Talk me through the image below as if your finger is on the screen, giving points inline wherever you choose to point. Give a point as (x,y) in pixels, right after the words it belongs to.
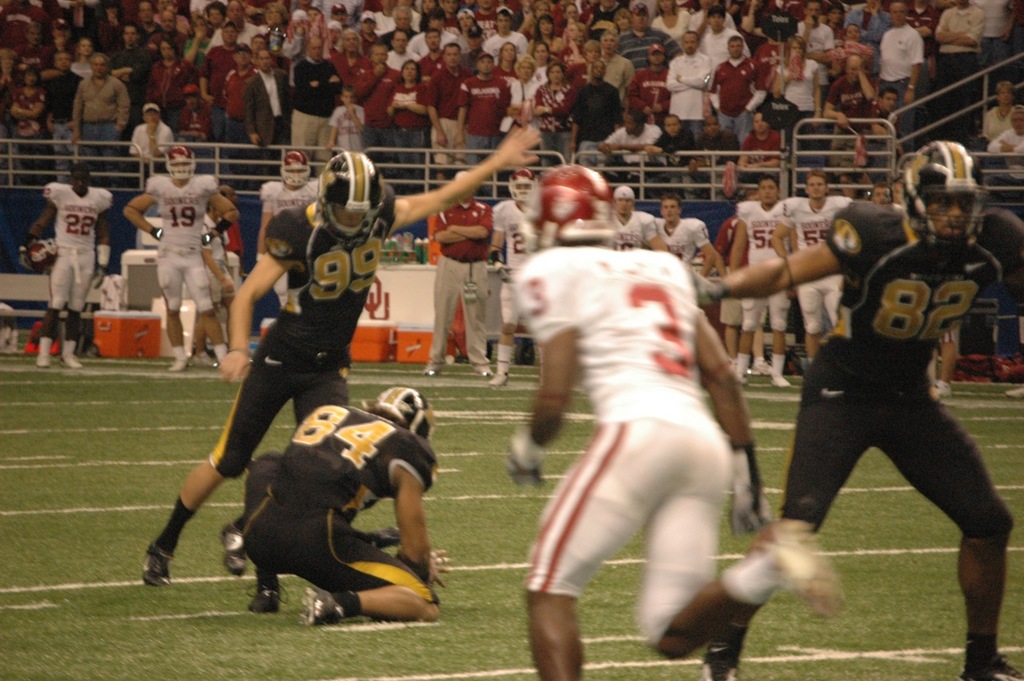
In this image we can see there are a few people (733,378) running on the ground (526,553) and a few people (379,240) standing and holding an object (46,251) and the other person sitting on the ground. And at the back (402,86) we can see the railing (30,156) and people (719,99) standing.
